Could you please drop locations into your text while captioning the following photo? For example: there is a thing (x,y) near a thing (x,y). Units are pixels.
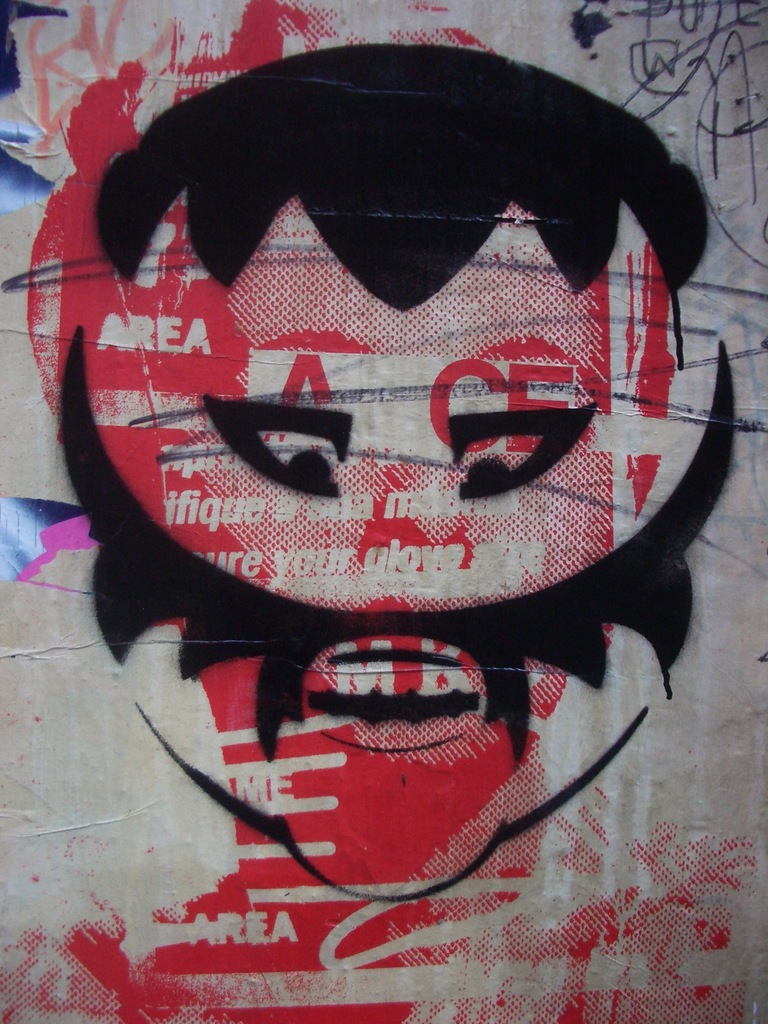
In the picture we can see a painting (363,881) of a man (495,323) hair (672,219), eyes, mustache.
